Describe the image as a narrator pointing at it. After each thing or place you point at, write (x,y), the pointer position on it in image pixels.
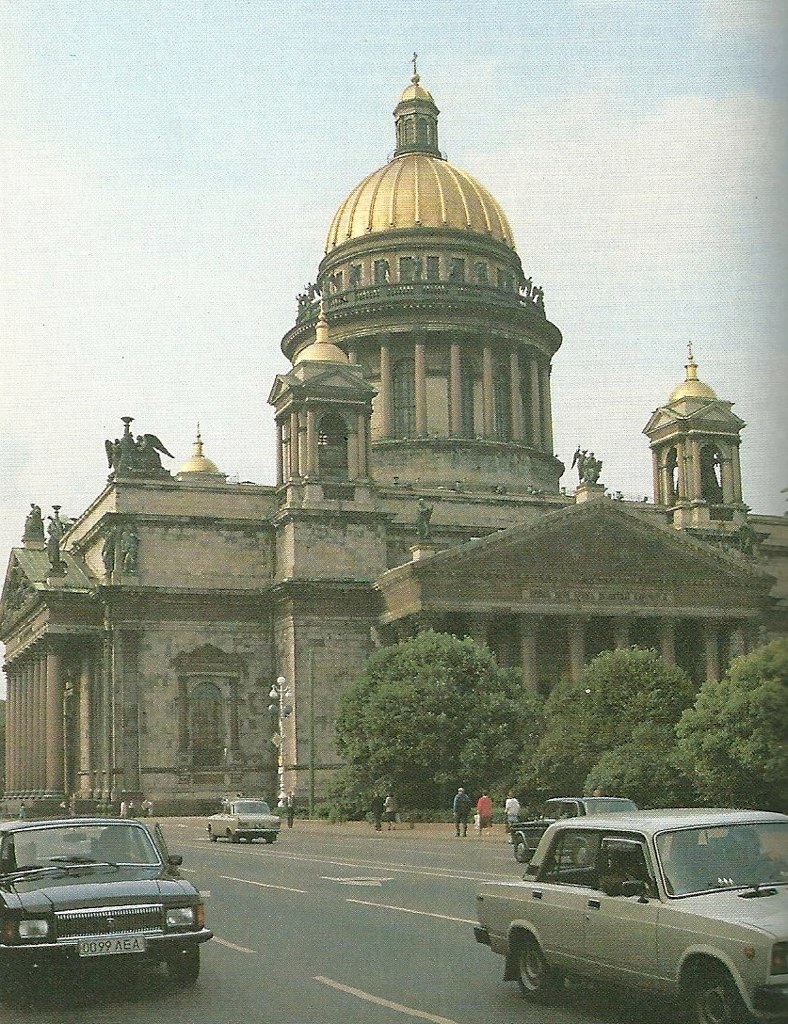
We can see vehicles (59,902) on the road (268,929). Afar we can see people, trees (753,735), statues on the building (381,297), pillars (384,356) and lights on pole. In the background (637,203) we can see sky (504,61) with clouds (741,112).
